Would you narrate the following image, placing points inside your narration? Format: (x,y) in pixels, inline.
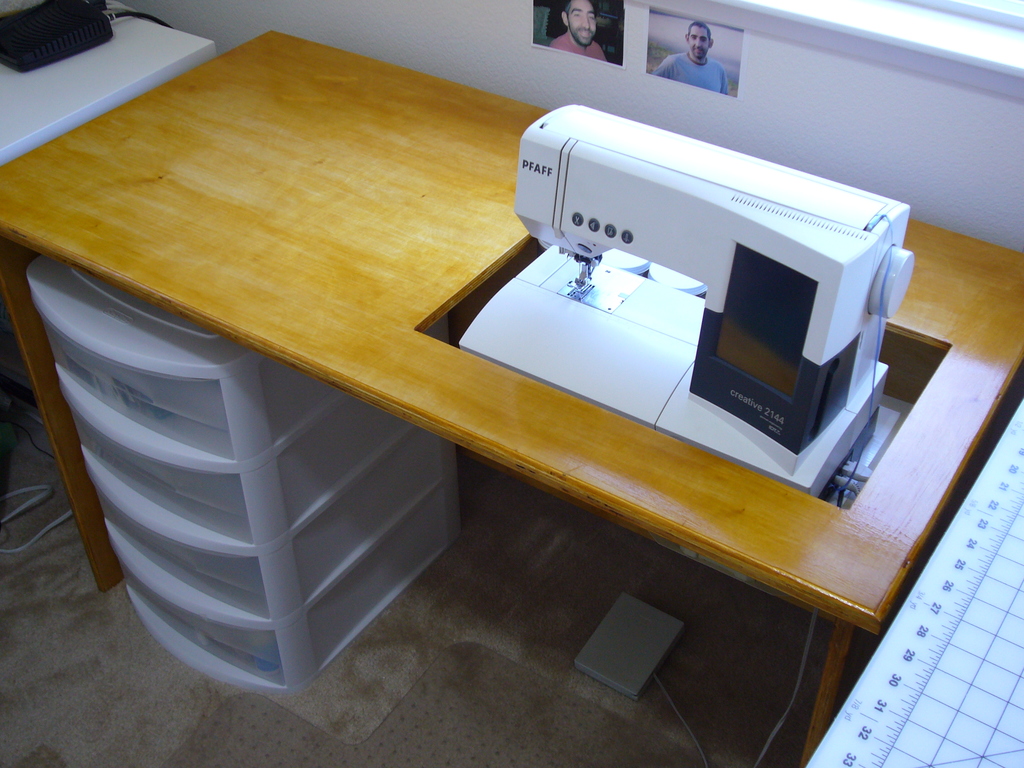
In this image we can able to see a table (529,423), on that table (746,544) we can see a stitching machine (728,371), aside to that there is a measurement scale (900,679), and there are two photographs (665,53) on a wall (657,110), and drawers (182,451) under the table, and there are some connecting wires (121,13) connected to instruments (51,31).
